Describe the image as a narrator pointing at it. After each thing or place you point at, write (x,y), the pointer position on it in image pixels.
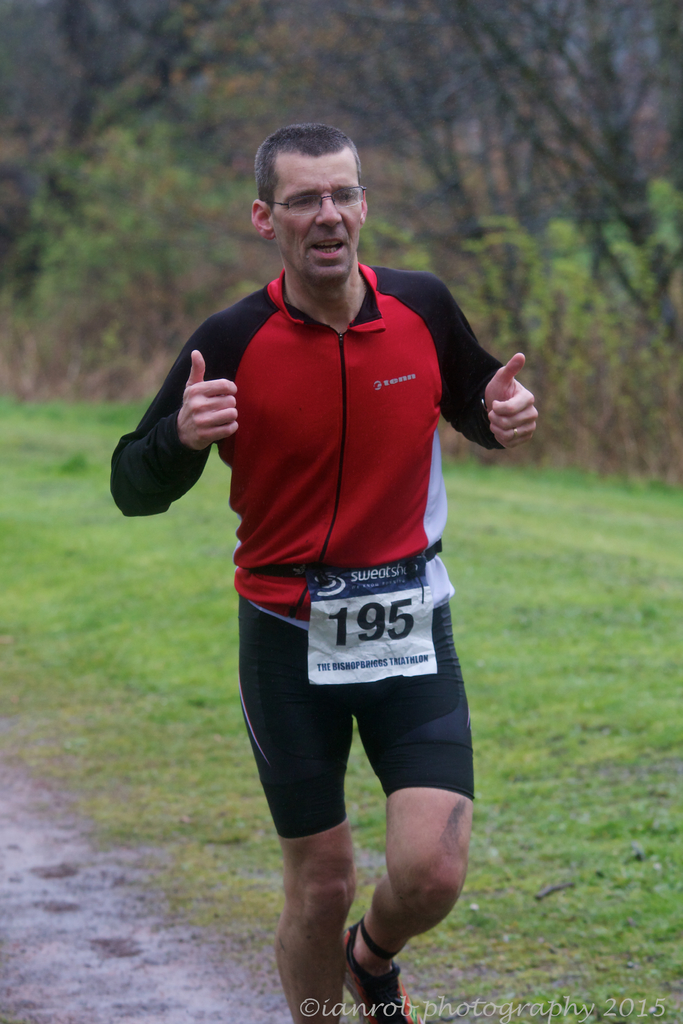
In this image we can see a person (282,402) wearing specs (313,204) and chest number (367,626). On the ground (531,649) there is grass (541,740). In the background (89,129) there are trees (448,122). In the right bottom corner (495,1006) something is written.
